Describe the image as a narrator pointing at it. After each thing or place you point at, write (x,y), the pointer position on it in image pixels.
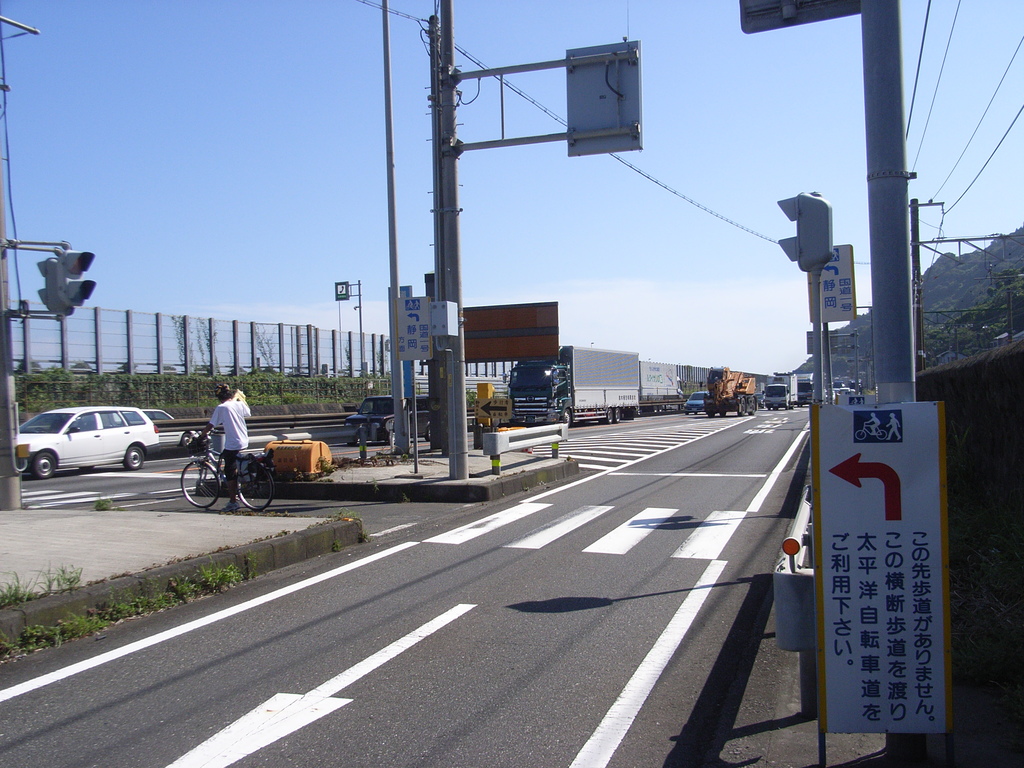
In the middle (629,510) it is the road (678,611), on the left side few vehicles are moving on this road (90,482).
